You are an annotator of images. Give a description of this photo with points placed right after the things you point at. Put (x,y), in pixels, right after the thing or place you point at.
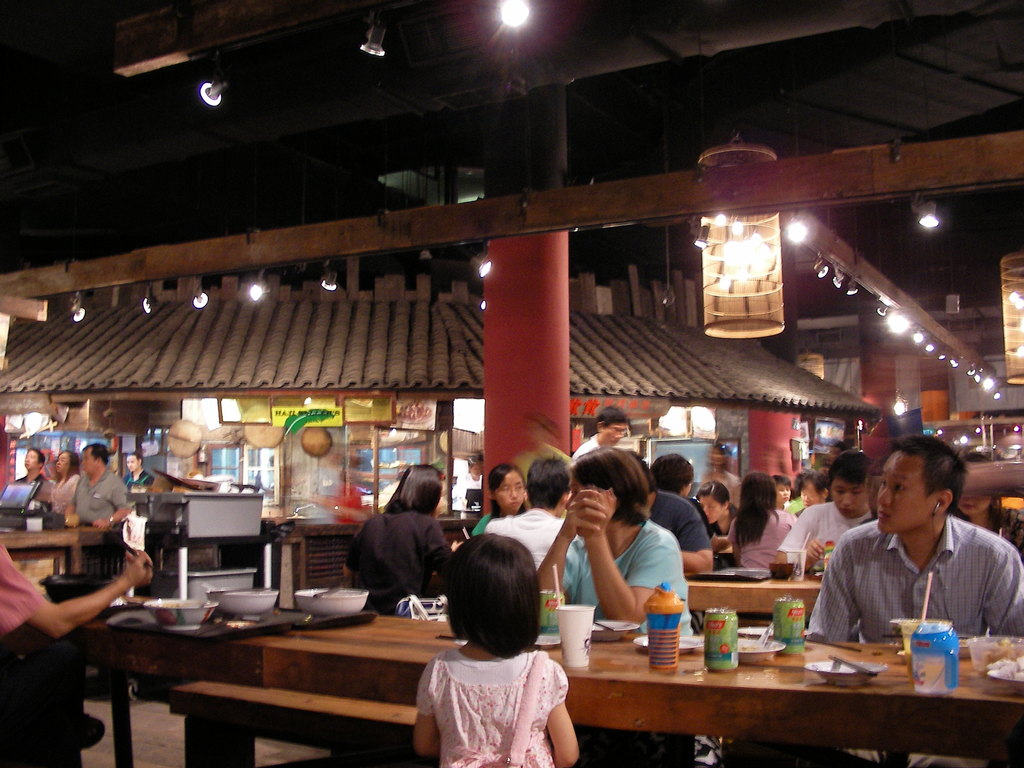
As we can see in the image there is a roof (319,341), light (522,11), few people (878,499) sitting on chairs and there is a table (800,698). On table (771,685) there are bottles (720,651) and glass (564,649).
